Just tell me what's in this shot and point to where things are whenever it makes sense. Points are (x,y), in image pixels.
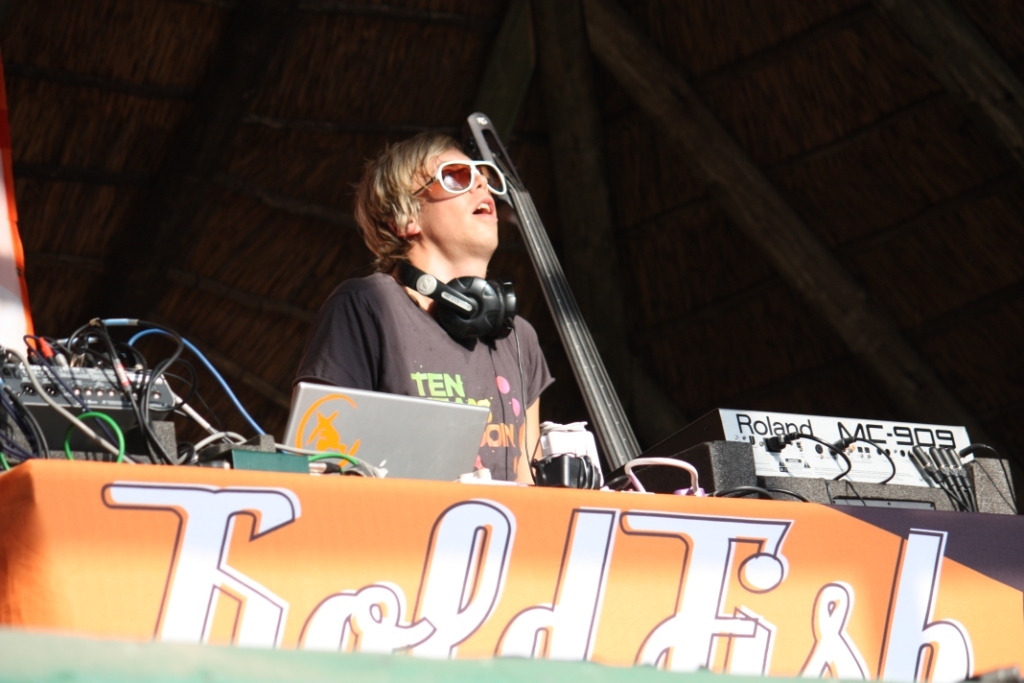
In this image I can see the person (489,459) and I can see few electronic gadgets (418,431) on the table (667,641) and I can see the dark background (360,12).
